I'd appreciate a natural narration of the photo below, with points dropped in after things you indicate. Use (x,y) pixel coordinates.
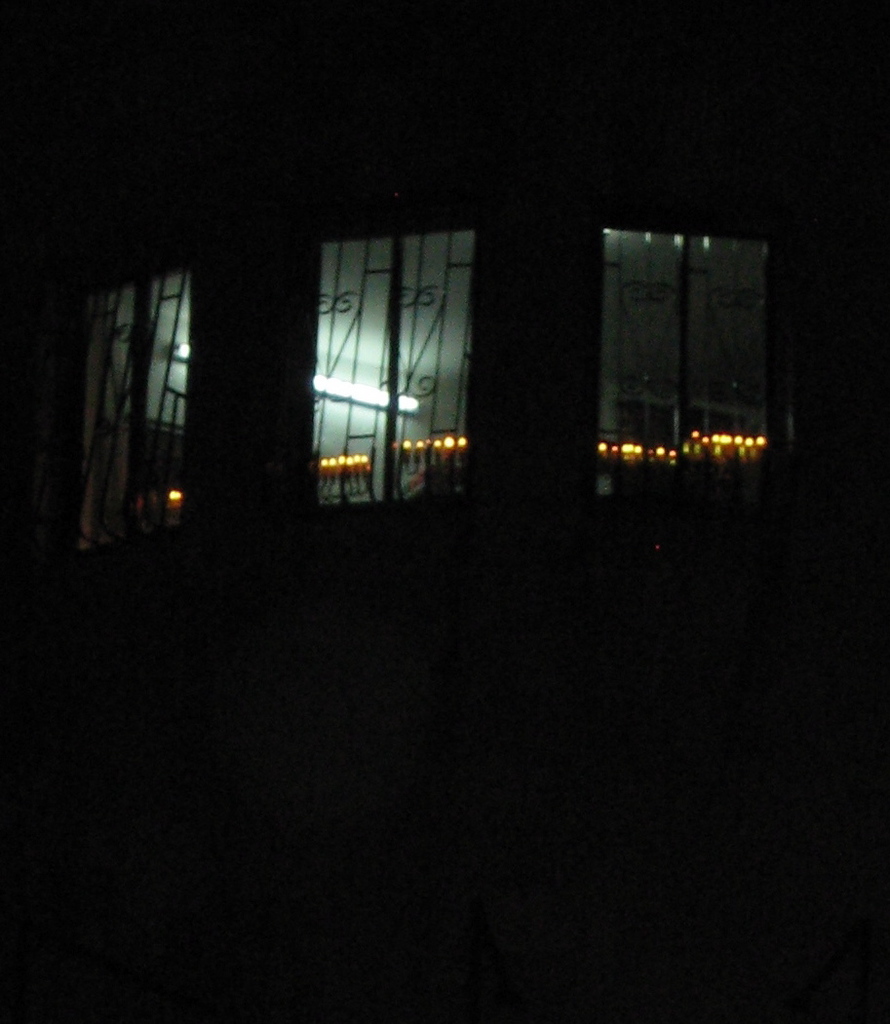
This picture is dark, in this image in the center (316,410) there are three windows (696,357) visible, and through the windows (389,448) we could see some lights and wall (335,327).
